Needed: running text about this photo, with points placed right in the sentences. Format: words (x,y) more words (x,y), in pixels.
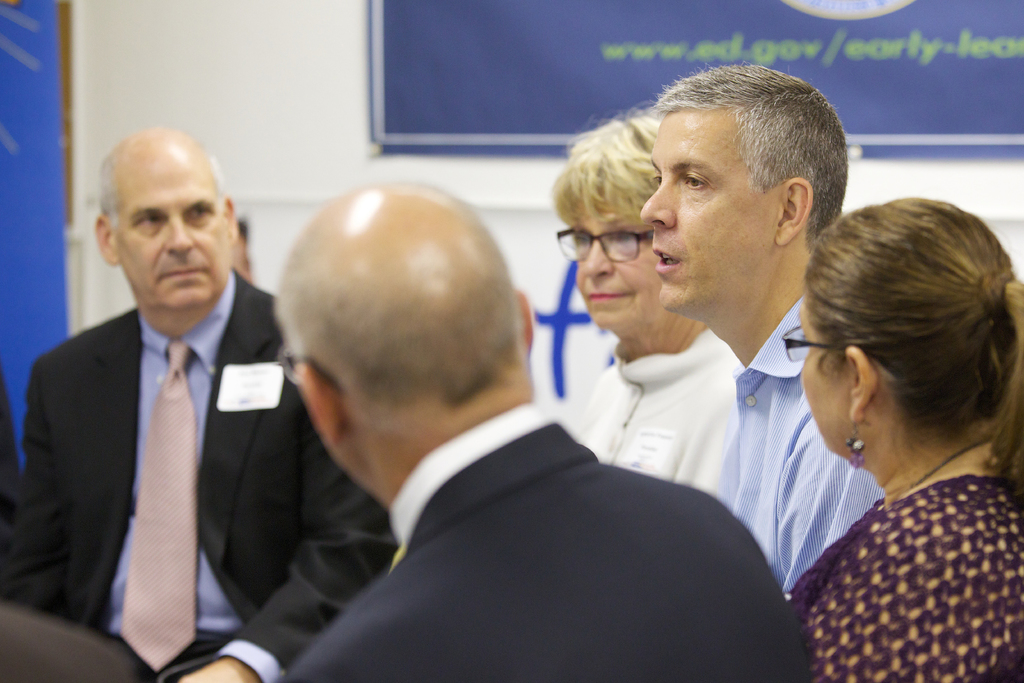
In this image there are many people (527,346). In the background (566,30) there is banner (817,50) on the wall (256,69). This person (697,207) is talking something.
